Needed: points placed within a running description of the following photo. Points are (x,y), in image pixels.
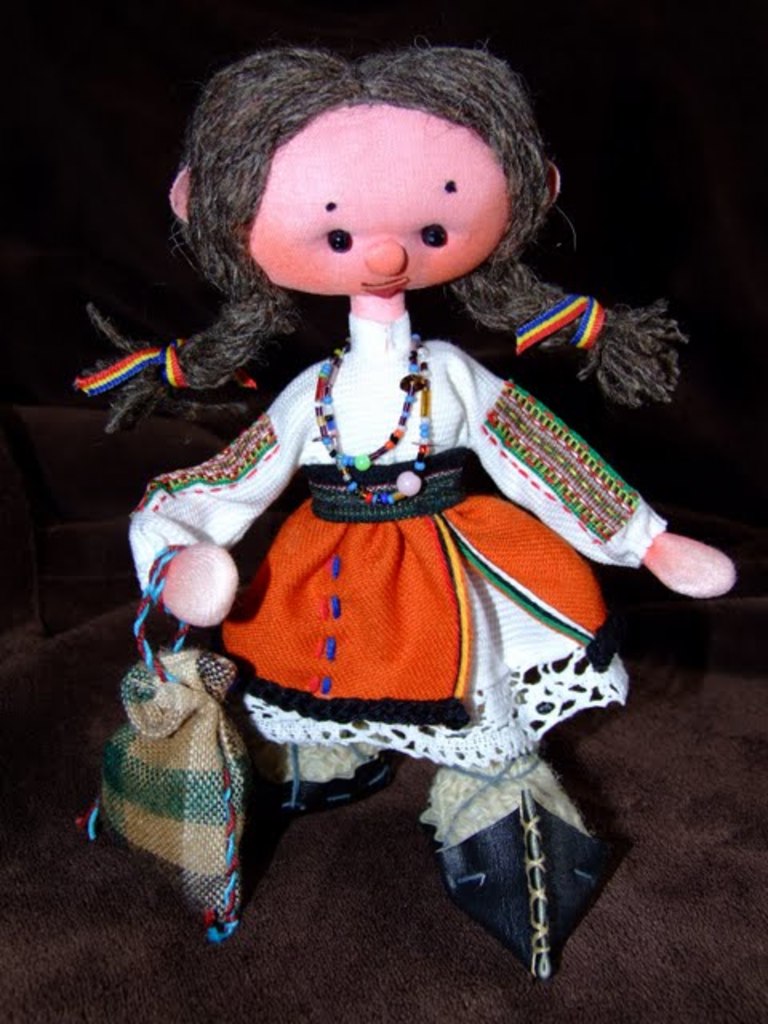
In this image we can see a doll (515,462) placed on the surface (335,864).
